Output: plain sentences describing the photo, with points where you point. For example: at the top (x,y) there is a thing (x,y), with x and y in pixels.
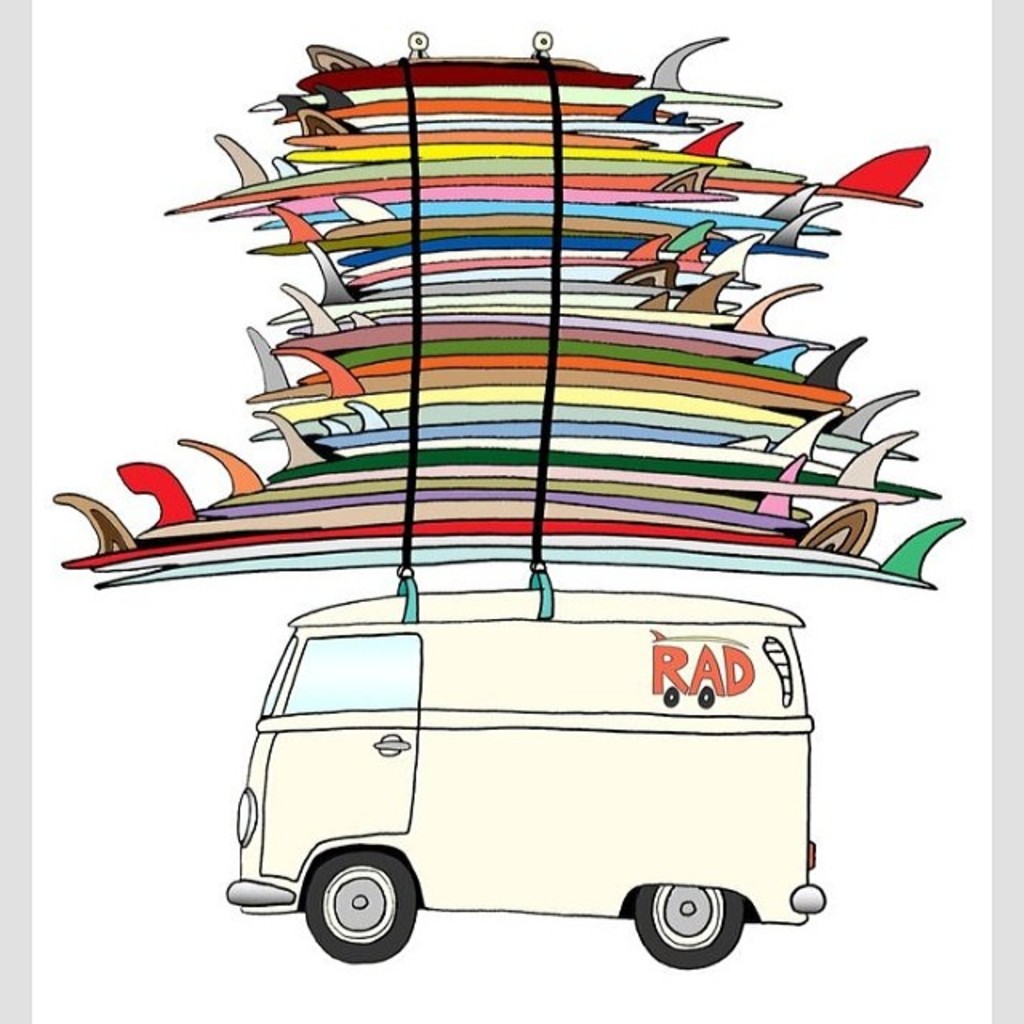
In the foreground of this poster, there is a cartoon image of a van (523,846) and many surfing boards (622,472) are tied on the top of it.
